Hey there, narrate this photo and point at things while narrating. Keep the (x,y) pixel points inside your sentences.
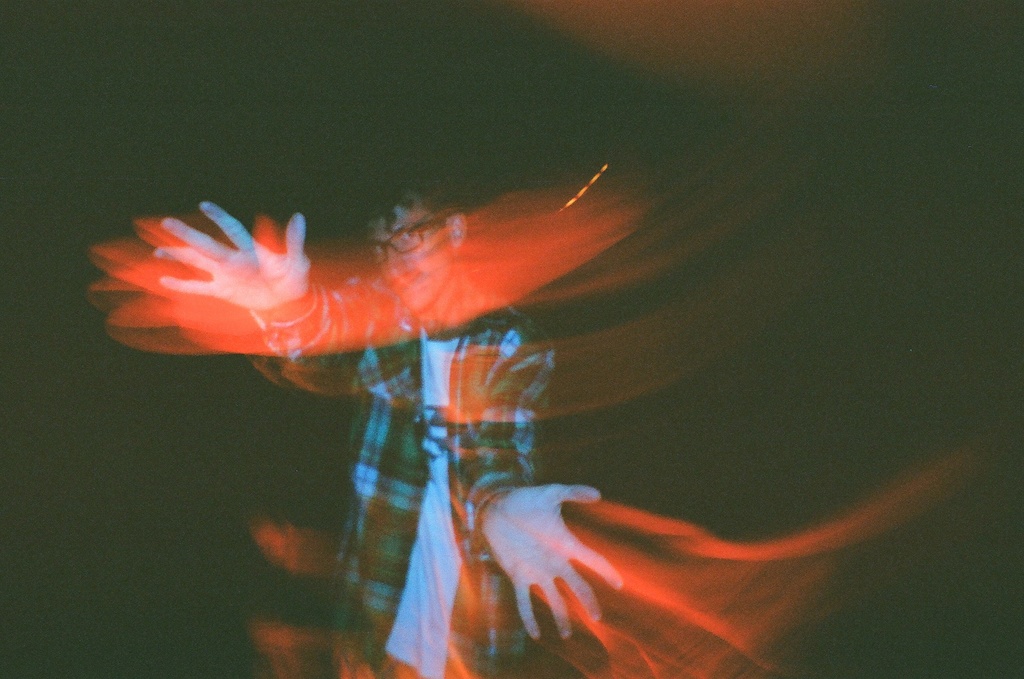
In this image I can see a person (441,339) standing and wearing different color dress (470,434). Background (419,139) is in black and red color.
